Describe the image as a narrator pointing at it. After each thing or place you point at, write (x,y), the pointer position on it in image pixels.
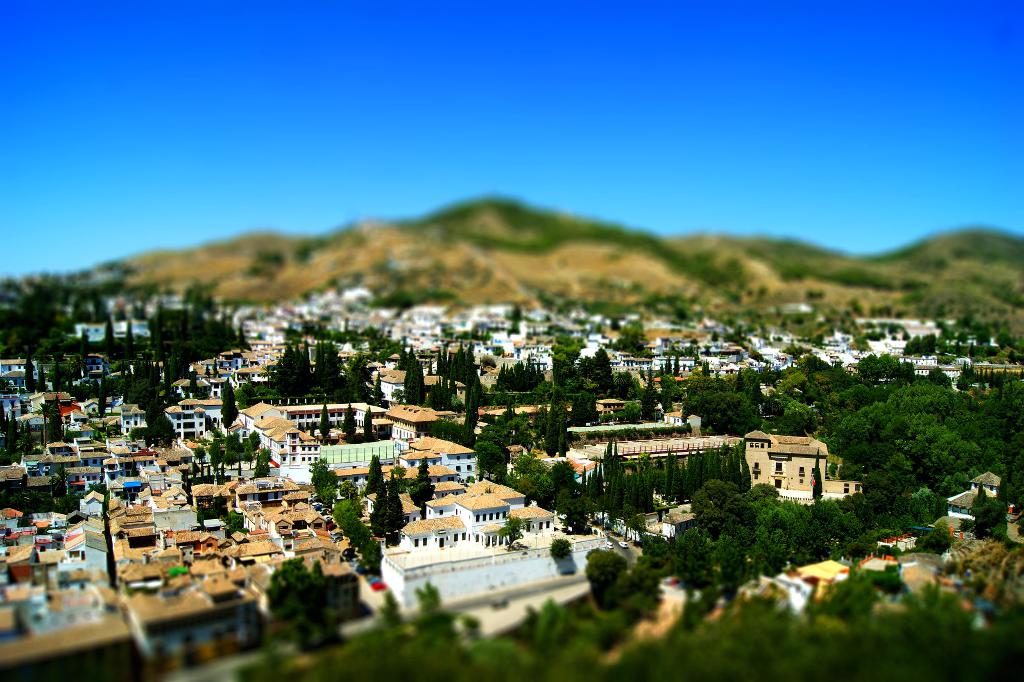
As we can see in the image there are houses (279,489), buildings (231,623), trees (908,461) and in the background (453,279) there are hills (592,274). At the top (391,97) there is sky (223,117).
